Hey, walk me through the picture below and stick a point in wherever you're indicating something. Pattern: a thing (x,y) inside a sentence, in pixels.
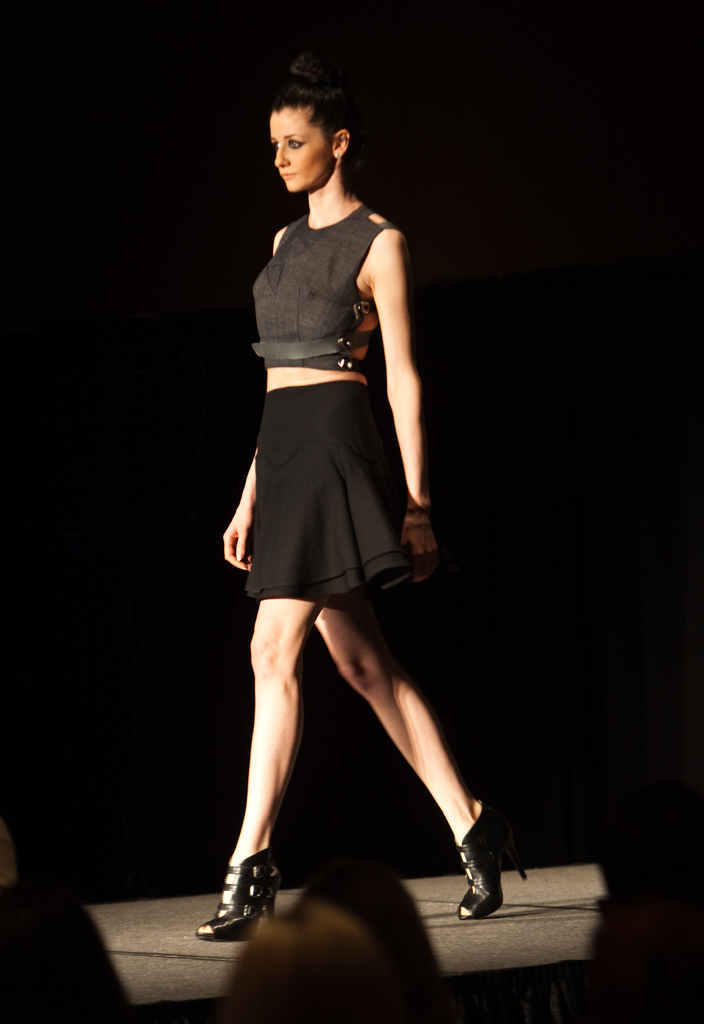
In this picture there is a woman (345,138) walking. In the background of the image (221,74) it is dark. At the bottom of the image (263,946) we can see heads (433,978) of people (274,927).
